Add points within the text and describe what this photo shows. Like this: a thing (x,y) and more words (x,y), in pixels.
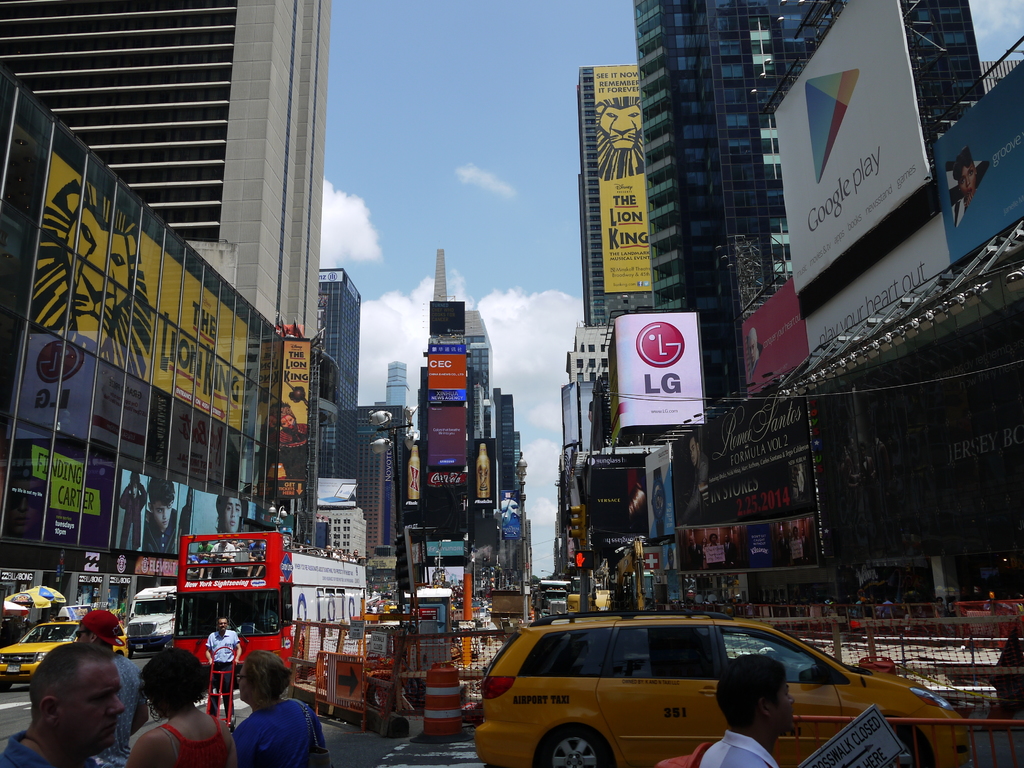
In this image we can see a group of buildings (694,217). On the buildings (729,323) we can see advertising boards (824,235) with text (432,364). At the bottom (227,572) we can see few vehicles (524,726), persons (101,644) and barriers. At the top (410,62) we can see the sky (366,139).
